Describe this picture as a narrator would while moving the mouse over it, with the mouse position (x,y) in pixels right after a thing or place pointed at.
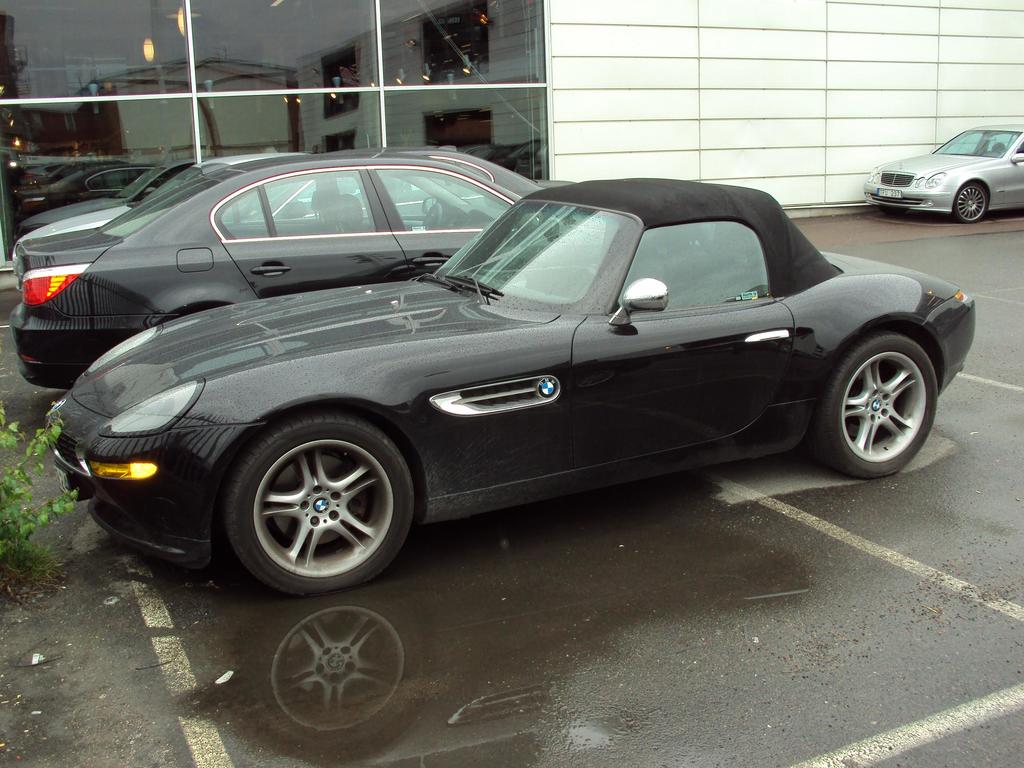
In this picture we can see many cars (712,261) parked here, in the background (723,103) there is a wall (716,64) and a glass (356,107), we can see leaves (20,482) of a plant (19,481) on the left side (24,497).
